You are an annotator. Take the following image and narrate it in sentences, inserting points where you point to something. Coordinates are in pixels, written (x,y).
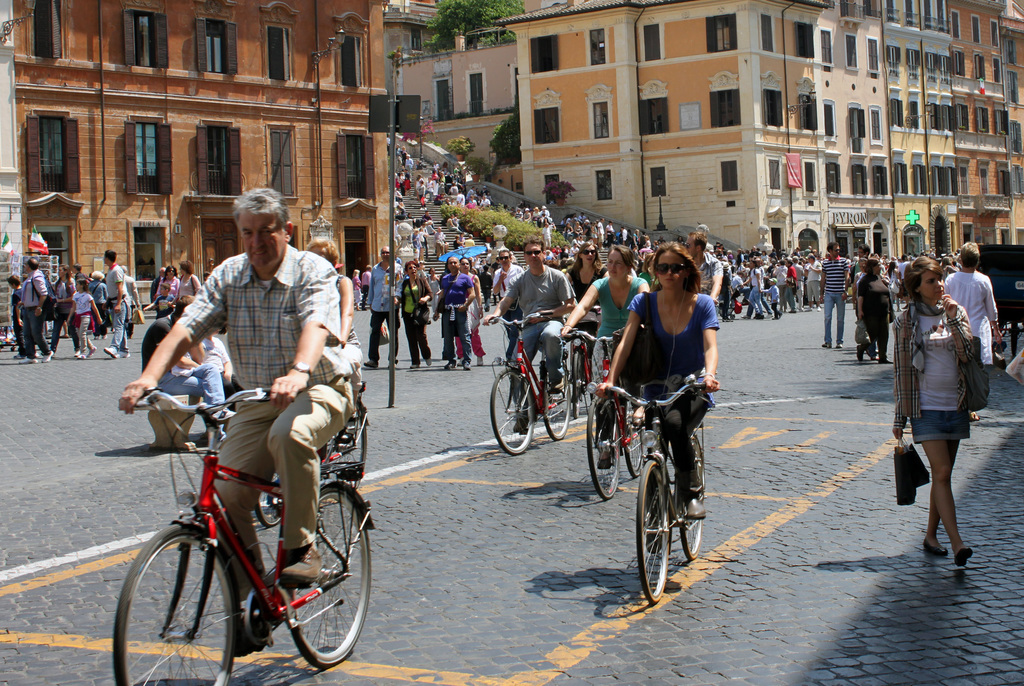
In this picture there are people (632,276) are riding their bicycles (667,496) and some of them are walking and there is a lot of crowd (699,249) here, in the background (675,233) there are buildings (468,83), trees (493,30), plants (508,225), staircase (412,182).
